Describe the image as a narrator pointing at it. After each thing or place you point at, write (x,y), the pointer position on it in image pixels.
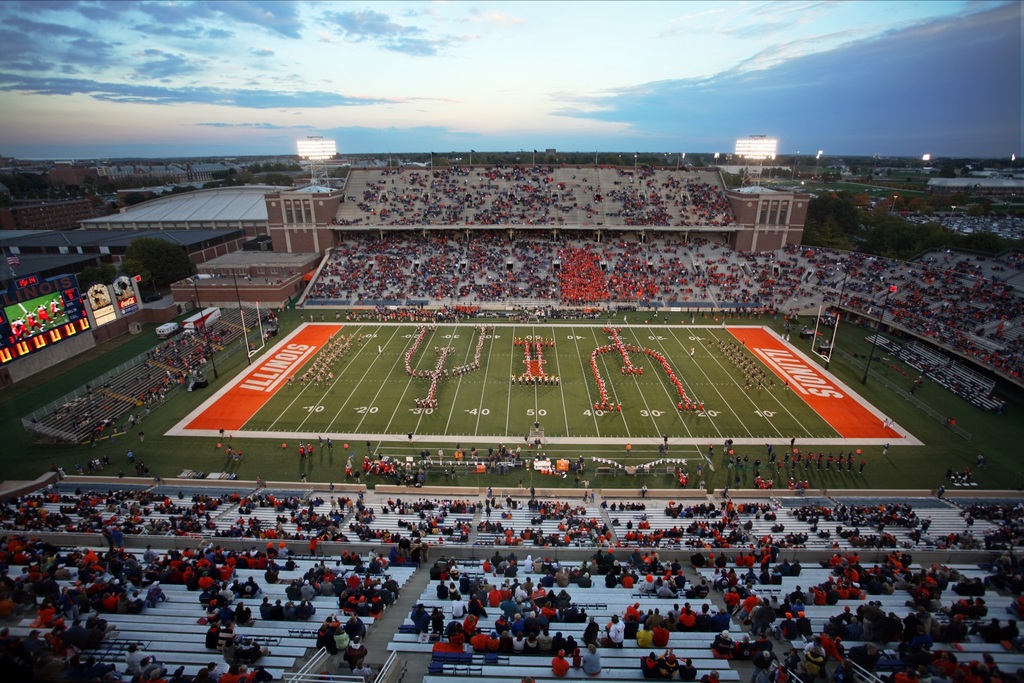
In this image I can see the stadium (481,375). On the ground (454,418) I can see many people (532,366). To the side of these people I can see the poles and boards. I can also see the many people (454,611) sitting on the chairs (457,664) and these people (418,285) are wearing the different color dresses (161,392). In the background (245,171) I can see trees (127,256), lights (327,151) and the sky (593,107).
